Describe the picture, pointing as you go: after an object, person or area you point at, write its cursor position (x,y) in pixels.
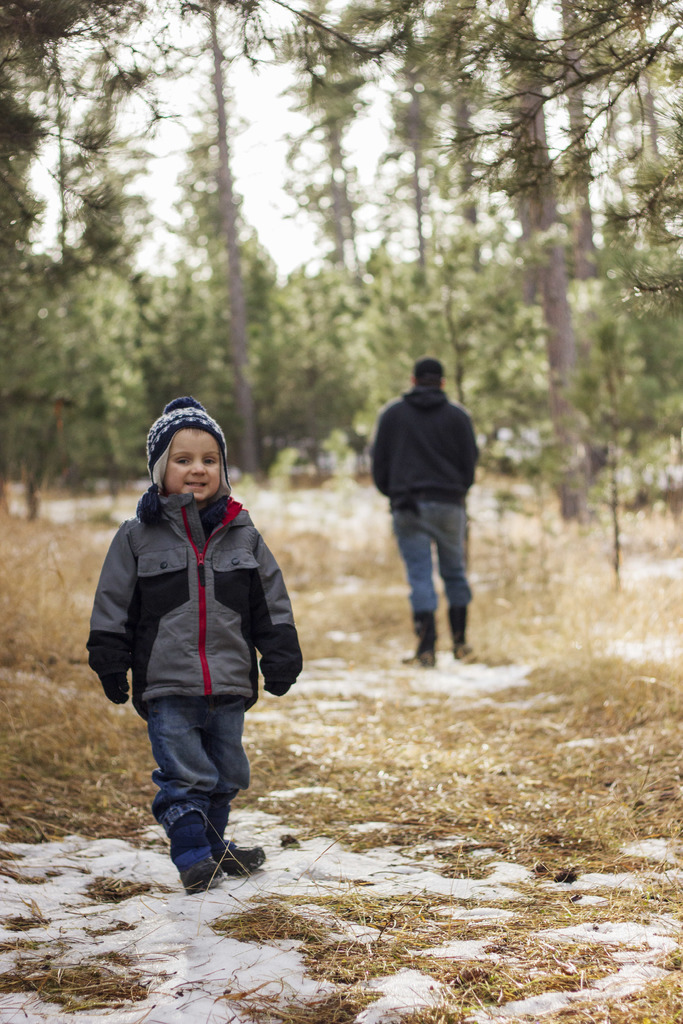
There is a child (178,597) wearing jacket (197,618), gloves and cap (183,423) is standing. In the back (393,500) there is another person (420,555). On the ground (402,662) there are grasses (367,553). In the background (349,295) there are trees (353,236).
